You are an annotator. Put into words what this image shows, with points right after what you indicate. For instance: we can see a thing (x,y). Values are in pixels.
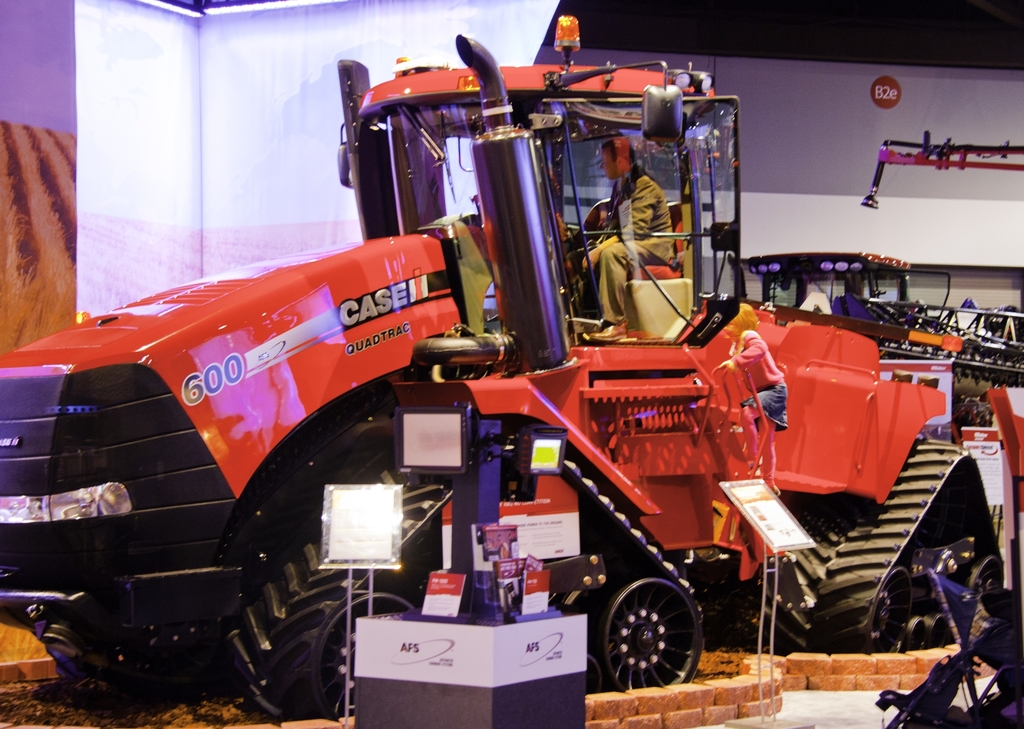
In the foreground (585,569) I can see a tractor (433,501), fence (777,663) and a person (608,268) is sitting on the chair (660,275). In the background (993,198) I can see a wall (211,91). This image is taken may be in a factory outlet.
